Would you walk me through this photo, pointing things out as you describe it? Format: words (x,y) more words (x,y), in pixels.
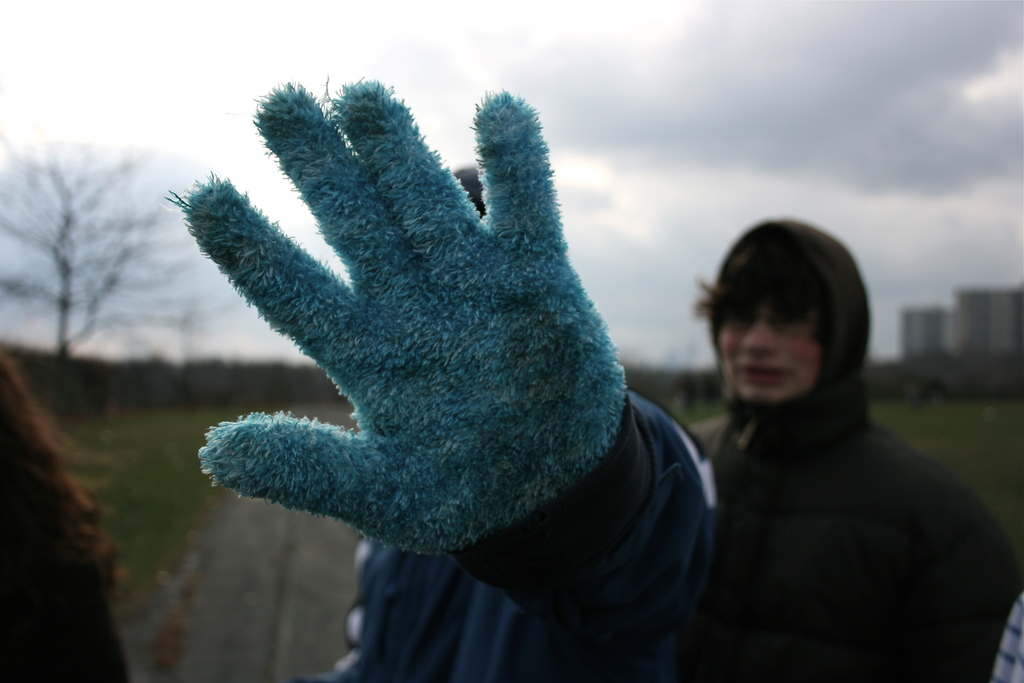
There is a person (581,609) wearing blue jacket (575,580) and a glove (424,341) to his hand (440,406) is standing and there is another person (824,538) standing behind him and there is a woman (46,579) in the left corner (35,576) and there are buildings (952,335) in the right corner (920,331).
